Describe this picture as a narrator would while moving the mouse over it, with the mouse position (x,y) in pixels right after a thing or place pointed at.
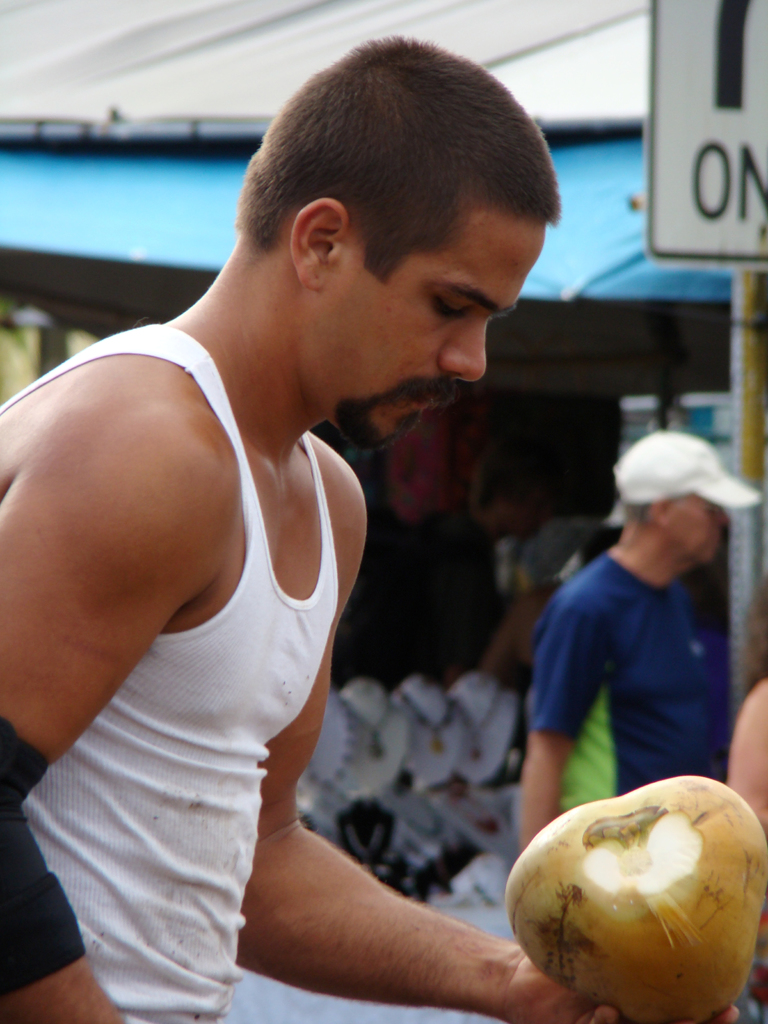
In this image there is a man (198,713) who is wearing the banian (200,699) is holding the coconut (584,872). On the right side (749,434) there is a pole (743,277) to which there is a board (713,204). In the background (410,672) it seems like a jewelry shop (412,765). where we can see the jewelry (441,727). On the right side (620,624) there is another person (634,612) who is wearing the cap (644,491). At the top (192,131) there is tent (144,156).
